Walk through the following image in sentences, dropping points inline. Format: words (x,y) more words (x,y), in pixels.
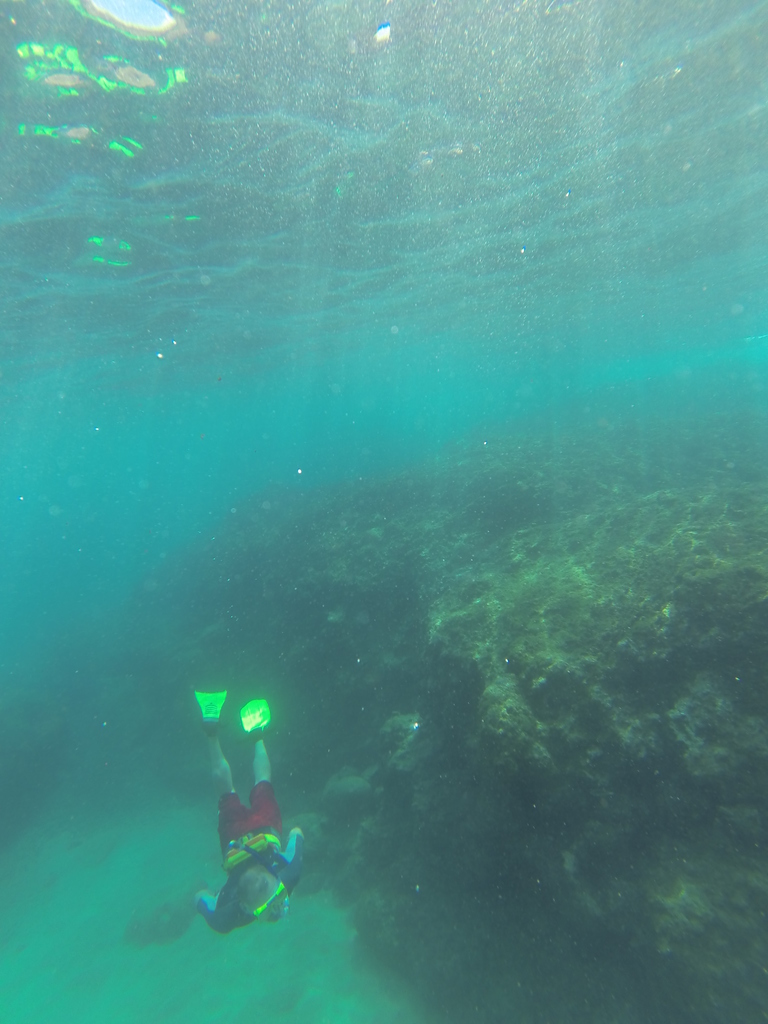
In this image I can see the underwater picture in which I can see a person (269,861) is swimming and a huge rock (423,814) which is green in color under the water (465,423).
